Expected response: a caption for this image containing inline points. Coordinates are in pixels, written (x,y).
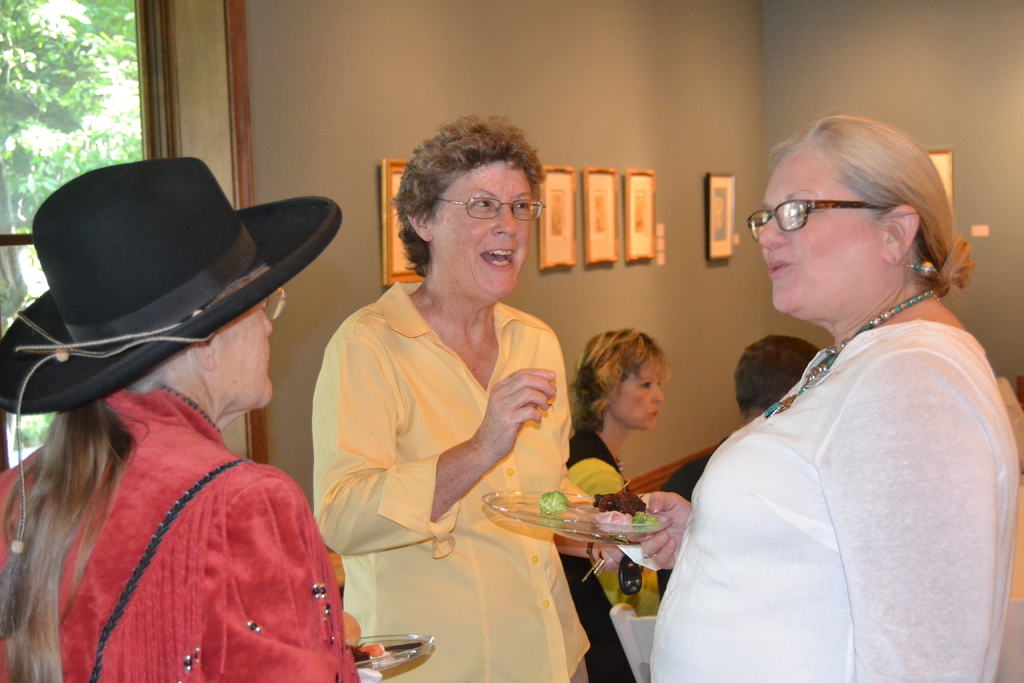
In this image, we can see people (341,502) standing and wearing glasses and one of them is wearing a hat (127,316) and we can see a person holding a plate (580,517) containing desserts (622,506). In the background (633,364), there are some other people (638,384) and we can see frames (637,196) on the wall (569,92) and there is a window (48,118) and through the glass (68,81) we can see trees (73,58).
